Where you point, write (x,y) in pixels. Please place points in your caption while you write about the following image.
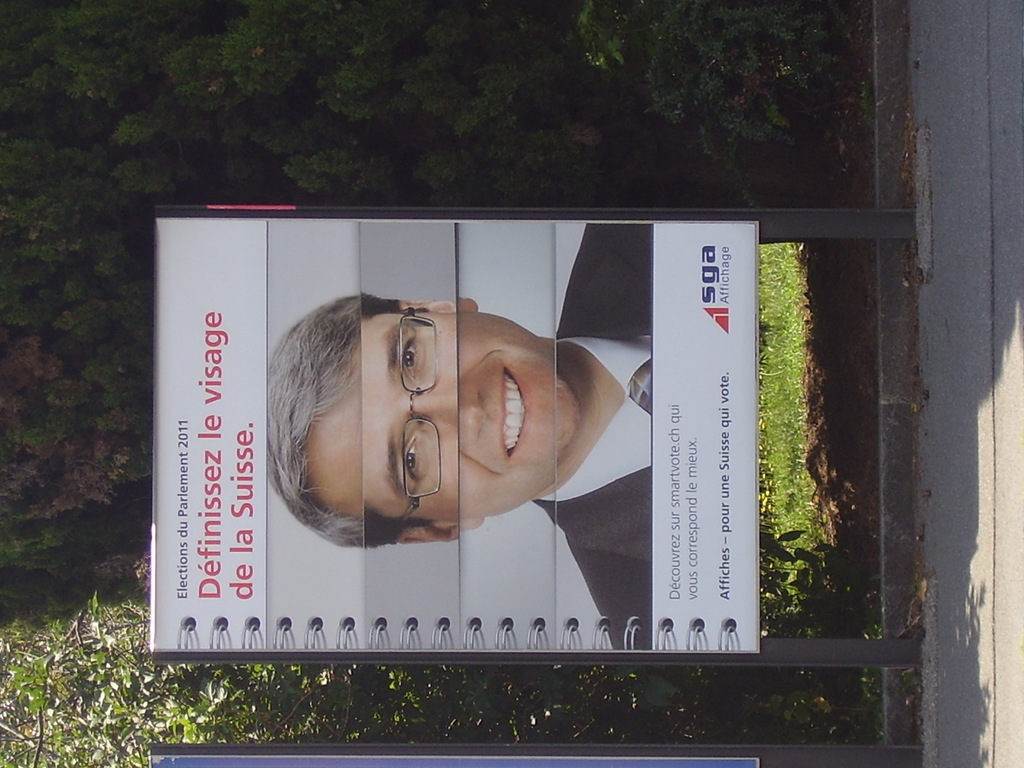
In this image we can see a board (240,330) with image (543,429) and text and trees (74,262) in the background (629,140).
